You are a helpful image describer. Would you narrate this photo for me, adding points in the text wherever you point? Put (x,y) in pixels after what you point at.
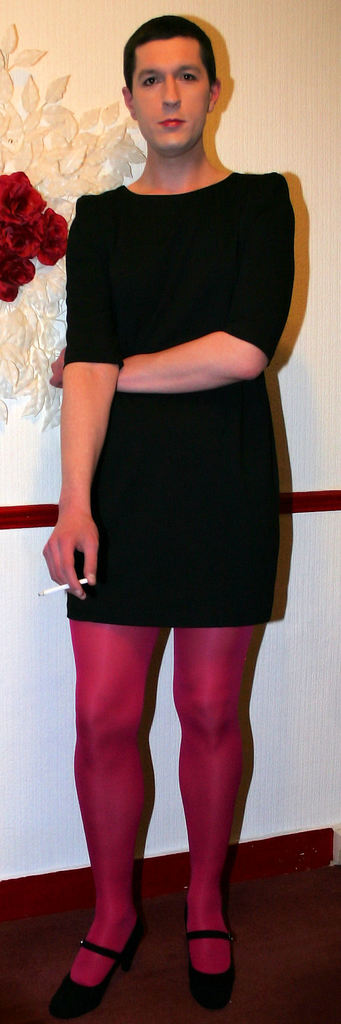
In the background (232,10) we can see the wall (326,451) and decoration (16,275) the wall (321,792). In this picture we can see a person (232,176) wearing a black dress (168,566) and holding a cigarette (46,593). We can see a person (85,587) is giving a pose. At the bottom portion of the picture (165,906) we can see the floor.
